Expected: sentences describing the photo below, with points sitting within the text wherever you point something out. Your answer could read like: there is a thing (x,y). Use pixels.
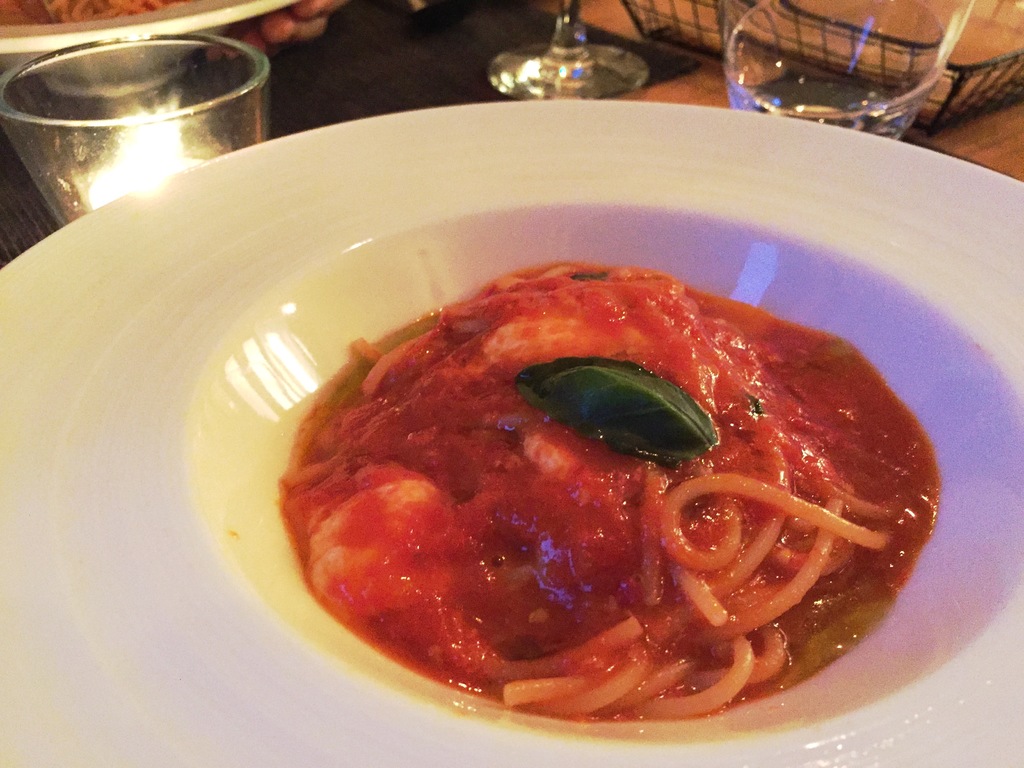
In this picture there is a food (616,432) on the plate (51,418). There are glasses (43,89), plates (14,403) and there is a basket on the table (705,75) and there is a person (255,25) holding the plate (189,23).
